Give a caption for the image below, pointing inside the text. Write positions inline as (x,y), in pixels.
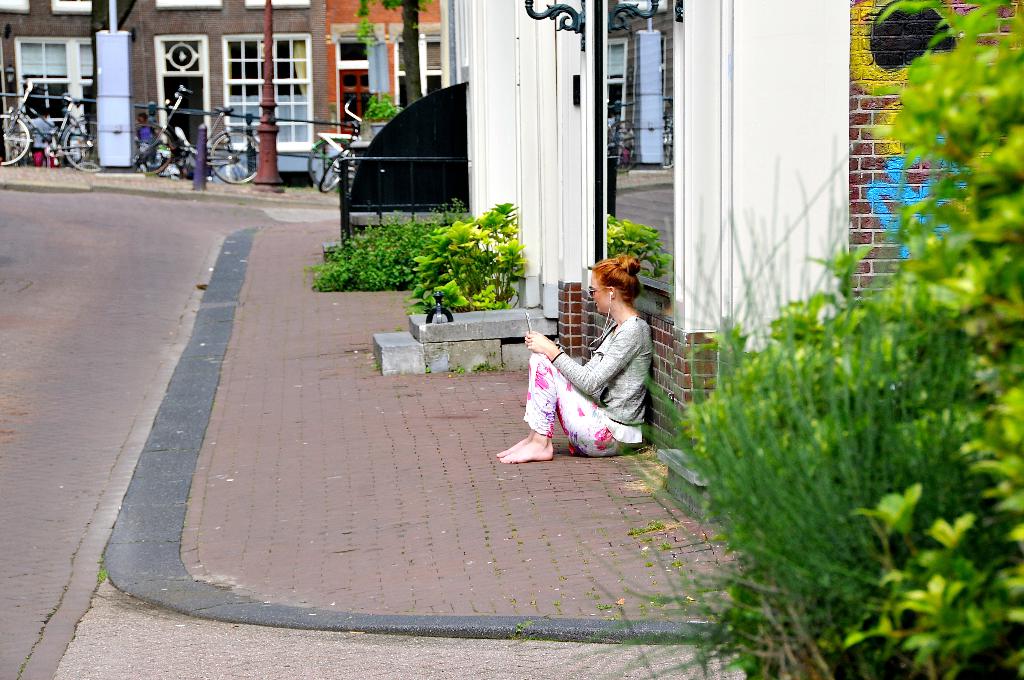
In the center of the image (553,358) we can see a person (579,407) is sitting and she is holding some object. On the right side of the image (891,372), we can see plants (957,295). In the background (497,105), we can see buildings (697,99), plants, poles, cycles (13,128) and a few other objects (495,328).
